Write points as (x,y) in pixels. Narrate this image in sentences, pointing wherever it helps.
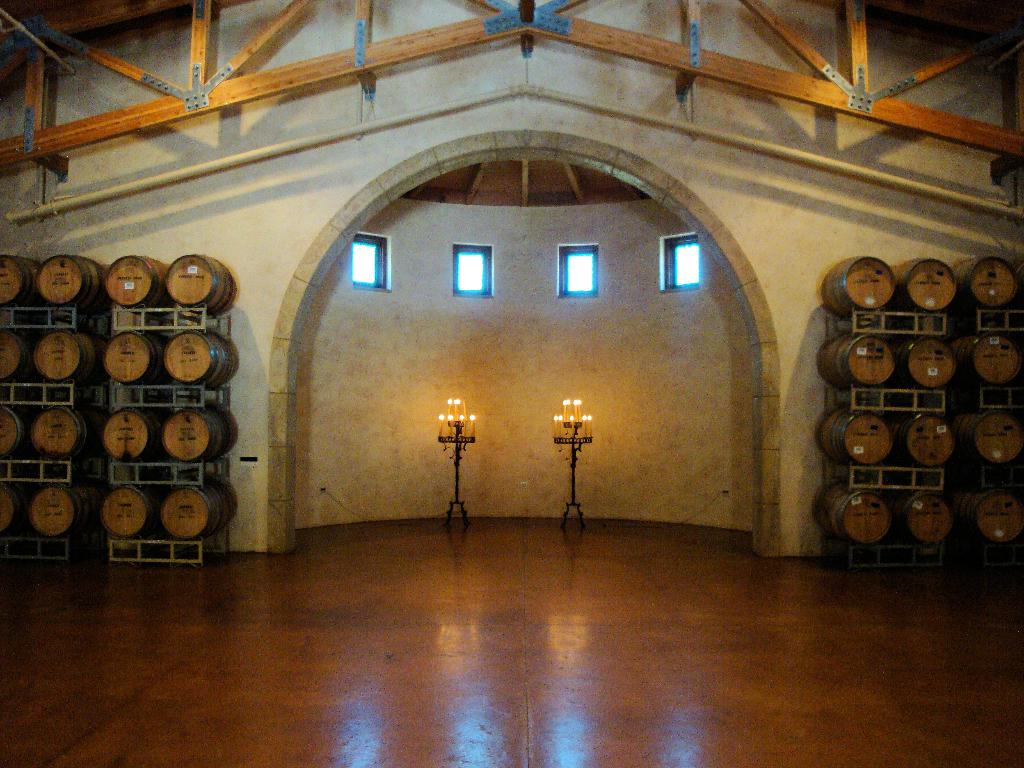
In this picture we can see there are two stands (577,433) with candles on the floor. On the left (112,434) and right side of the stands (461,468) there are barrels (855,422) on some objects (136,546). Behind the stands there is a wall (238,184) with some iron objects (197,68), pipes (656,118) and windows (488,251).
